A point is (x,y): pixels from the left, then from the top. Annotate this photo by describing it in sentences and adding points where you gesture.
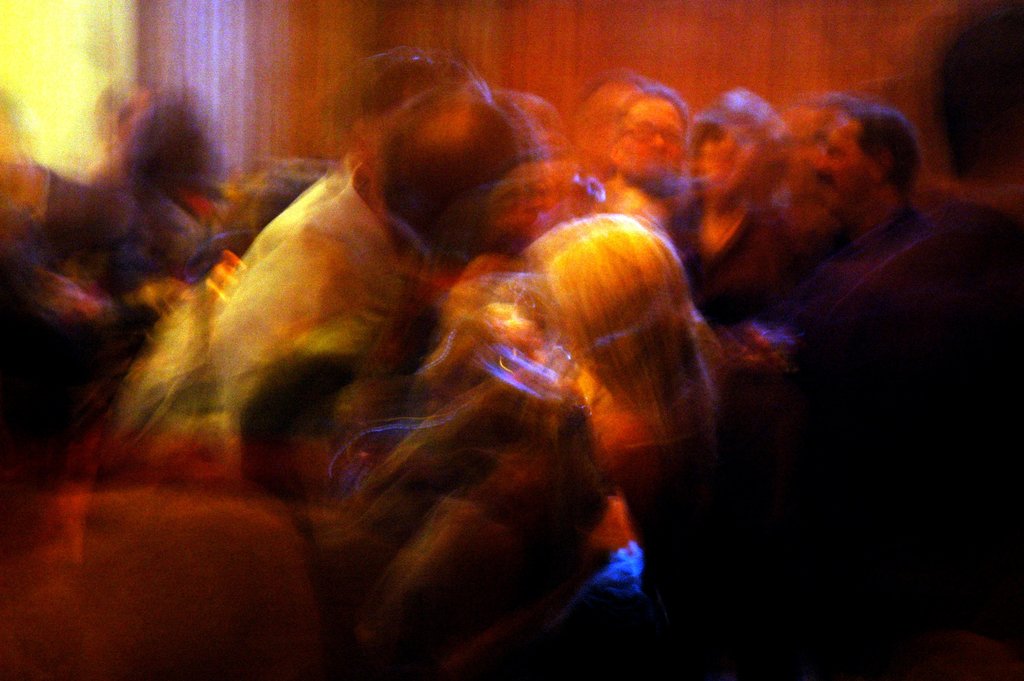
It is a blurred image there are a lot of people (329,298) in a room (273,85), their images are not clear.
